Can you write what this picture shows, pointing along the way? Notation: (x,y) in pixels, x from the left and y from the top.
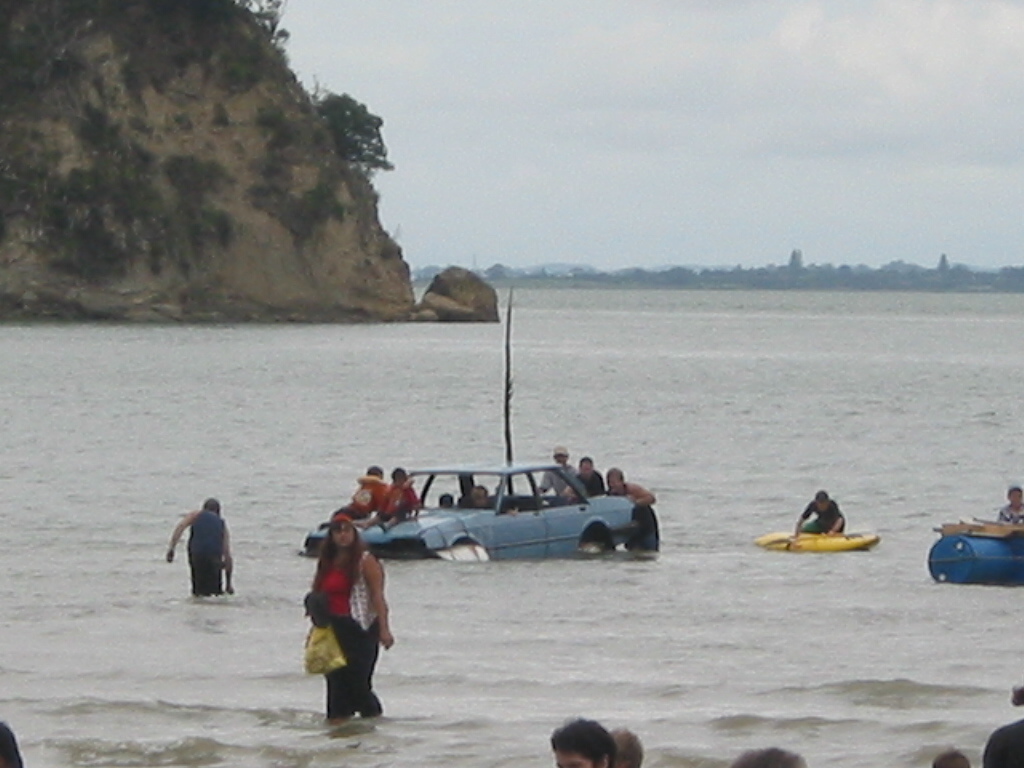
In this image I can see a vehicle (462,484) in the water (902,563). In the vehicle (509,518) I can see few persons (480,503) sitting, I can also see a boat (848,536) which is in yellow color and a person (836,518) sitting in the boat (830,539). In front I can see few persons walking in the water (882,509), rock (243,222) in brown color, trees (702,281) in green color and the sky (683,198) is in white color.
